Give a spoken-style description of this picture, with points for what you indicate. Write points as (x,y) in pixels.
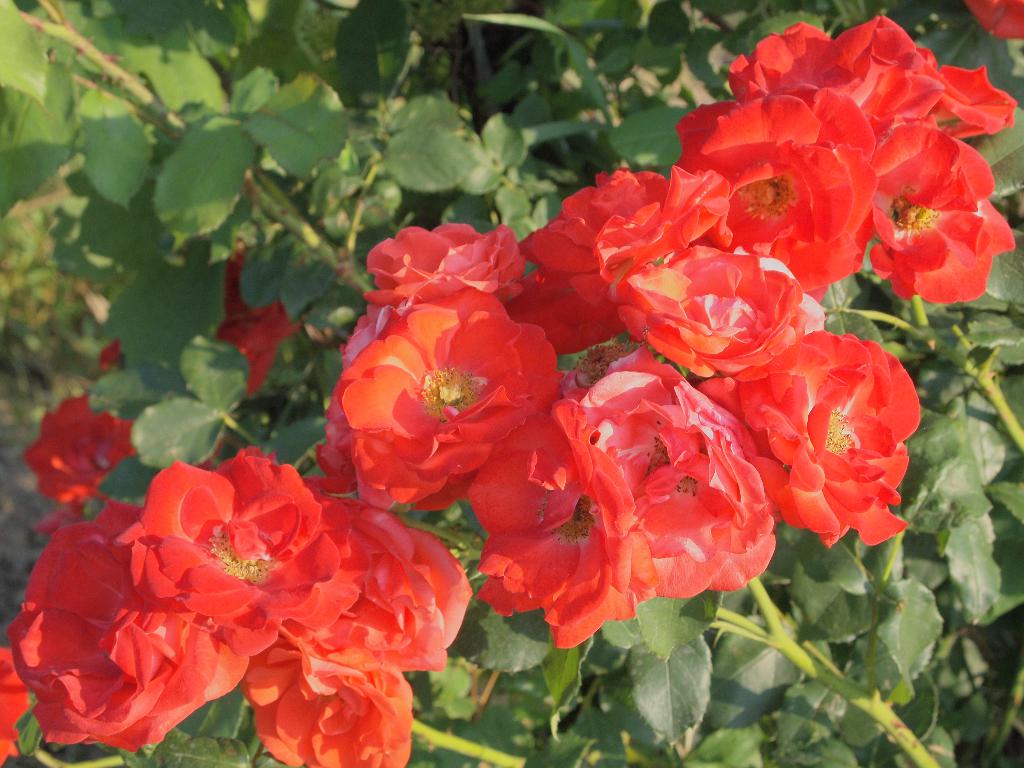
In this picture we can see few flowers (530,477) and plants (1011,492).
